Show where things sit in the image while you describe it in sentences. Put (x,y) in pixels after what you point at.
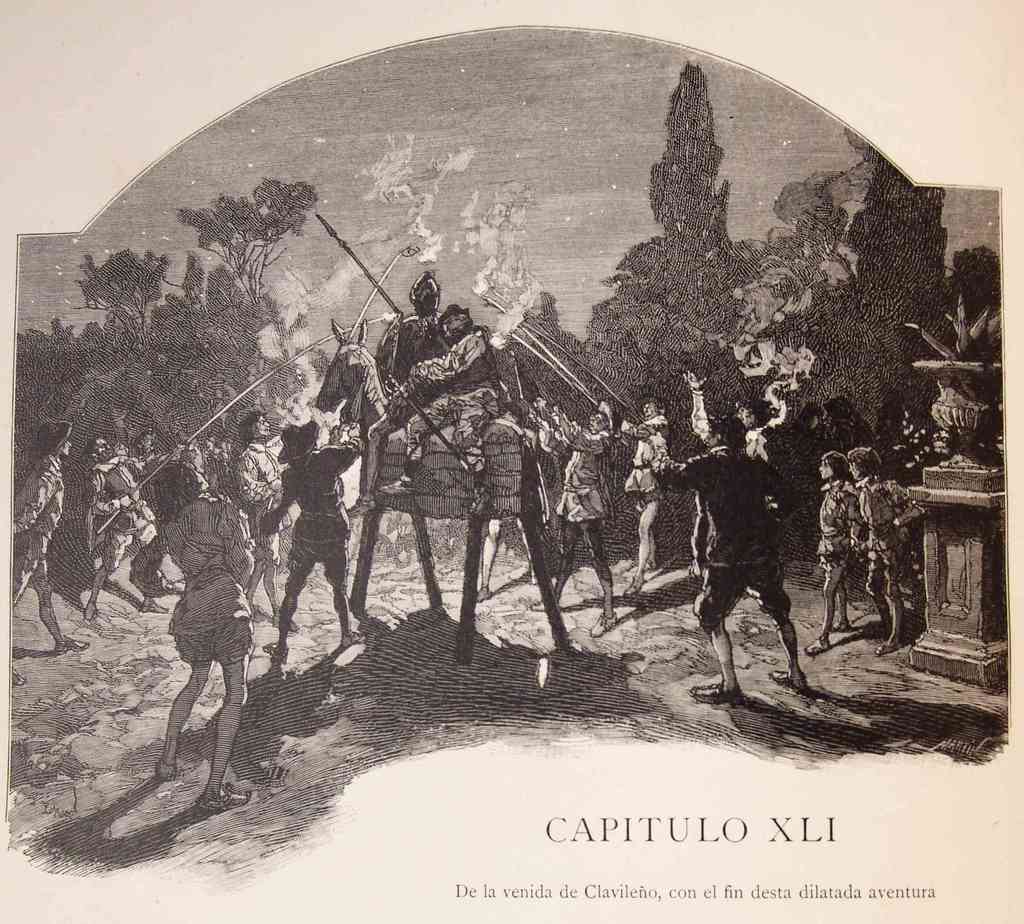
In this image I can see group of people (600,560). In the background (835,316) I can see few trees (598,366) and I can see something written on the image.
